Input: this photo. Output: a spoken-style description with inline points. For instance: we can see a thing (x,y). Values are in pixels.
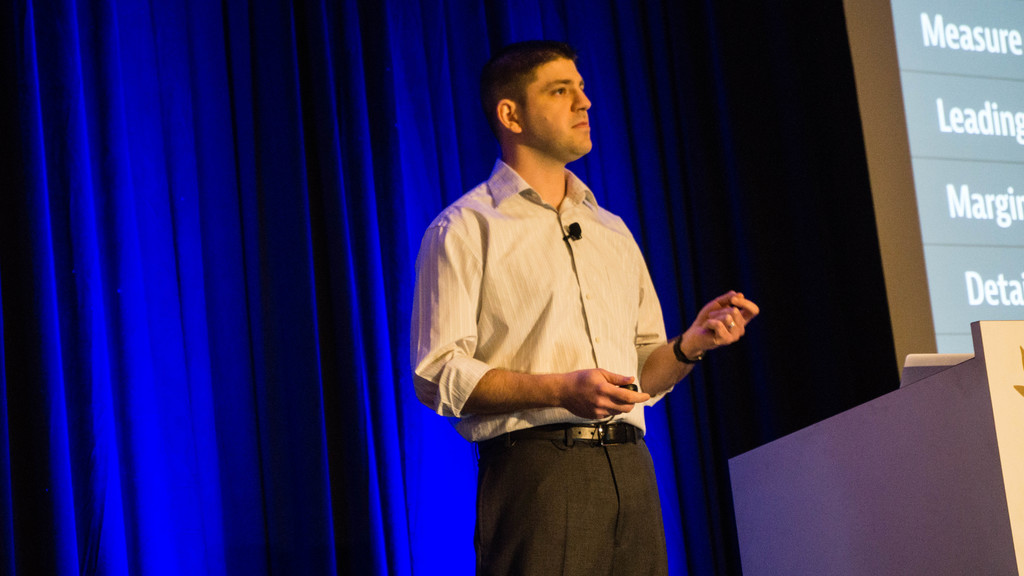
In this image there is a person (448,315) standing in front of the podium (940,517). Behind him there are curtains (387,268). There is a screen (990,93) with text (975,195) on it.
